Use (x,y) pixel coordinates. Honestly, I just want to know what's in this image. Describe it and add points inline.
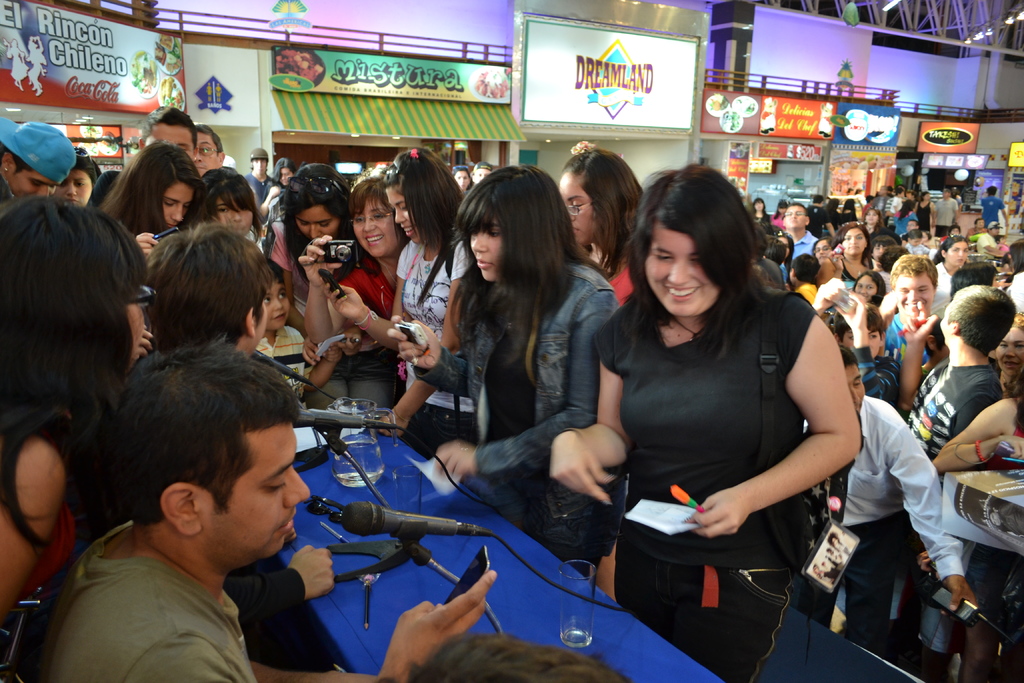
In this image I can see number of people (186,315). I can see few of them are holding cameras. I can also see few glasses (579,564), a jug (342,408), few mics (432,527) and in background (617,82) I can see number of boards (736,93). On these boards (396,82) I can see something is written.
